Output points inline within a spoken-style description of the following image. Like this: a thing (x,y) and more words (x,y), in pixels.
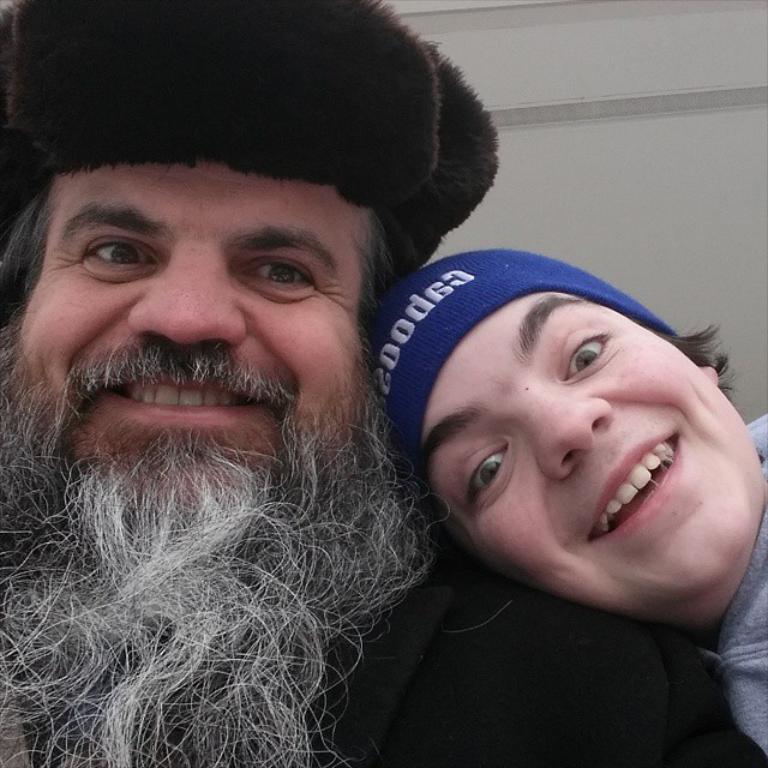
This picture describe about a man (121,171) with brown cap (392,149) having a big beard (149,594), smiling and giving a pose into the camera. Beside we can see a small boy (713,465) wearing a blue color cap (456,313), Keeping his head (553,560) on the man shoulder (447,575) and giving a smile.
